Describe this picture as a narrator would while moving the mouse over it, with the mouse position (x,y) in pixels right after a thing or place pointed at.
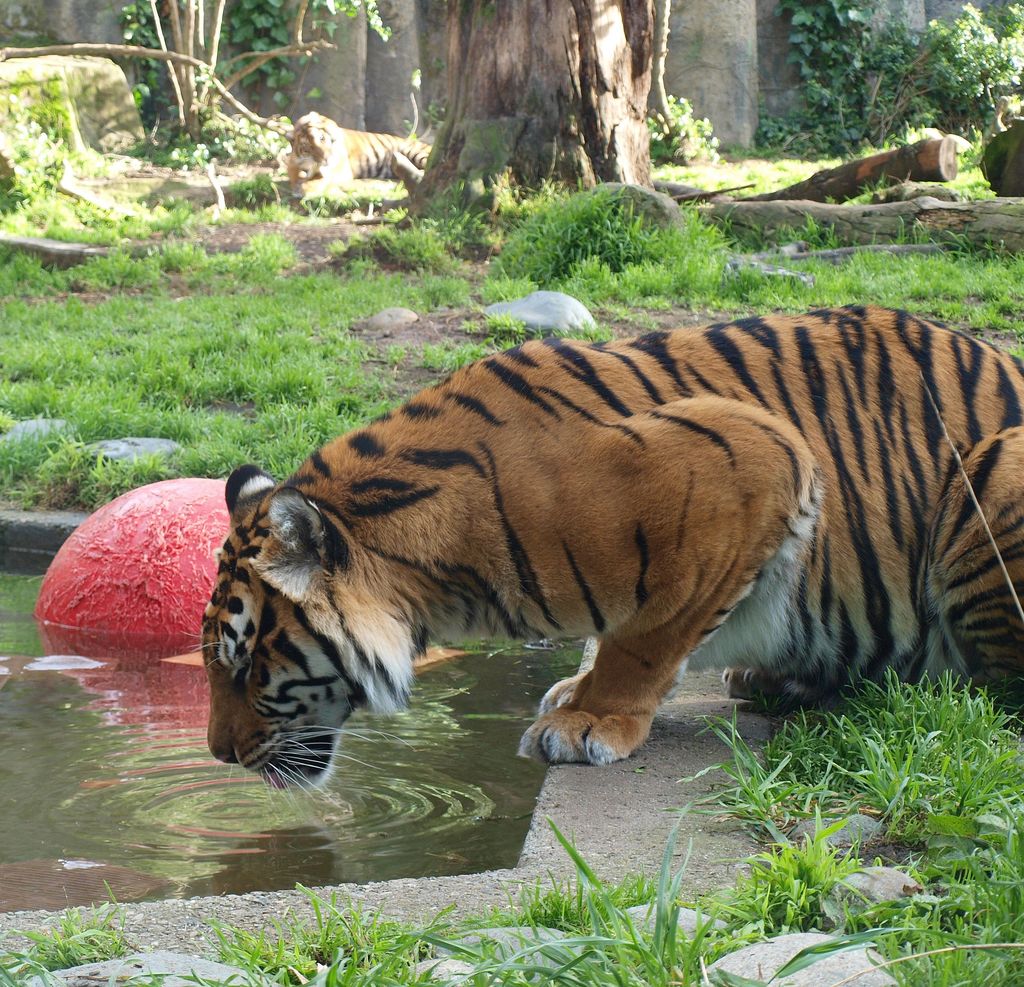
In this image there is a tiger (314,742) drinking water (376,850) in the pond (376,850), beside that there are so many stones (513,310), grass (44,210) and trees (481,161) where we can see there is another tiger (336,188) sitting under the tree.
